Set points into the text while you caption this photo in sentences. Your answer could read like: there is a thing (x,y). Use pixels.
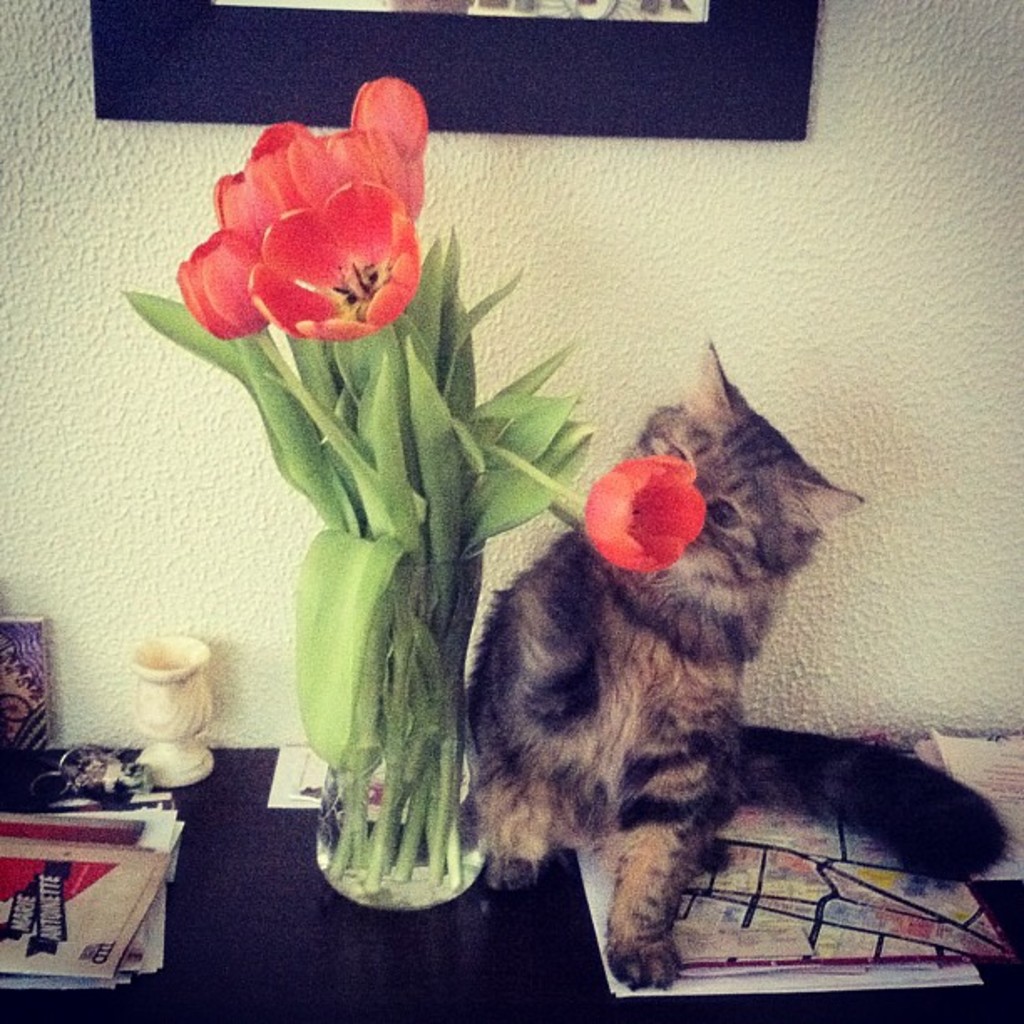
In this image there is a cat (656,701), flower vase (337,758), books (95,823) and a few other objects (82,786) are placed on a table (562,925), behind that there is a frame (276,101) hanging on the wall (127,508).
